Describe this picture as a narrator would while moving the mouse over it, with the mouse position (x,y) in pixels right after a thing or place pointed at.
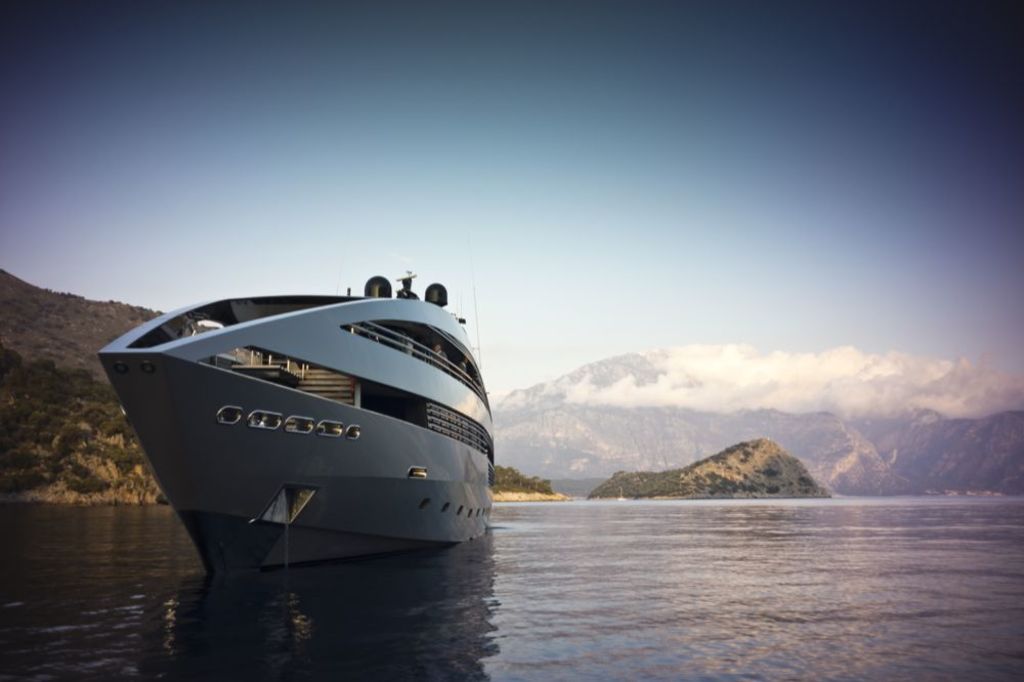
In this image we can see a ship (348,485) on the water (533,649), there are some trees (96,420) and mountains (569,391), in the background (615,250), we can see the sky (632,193).
